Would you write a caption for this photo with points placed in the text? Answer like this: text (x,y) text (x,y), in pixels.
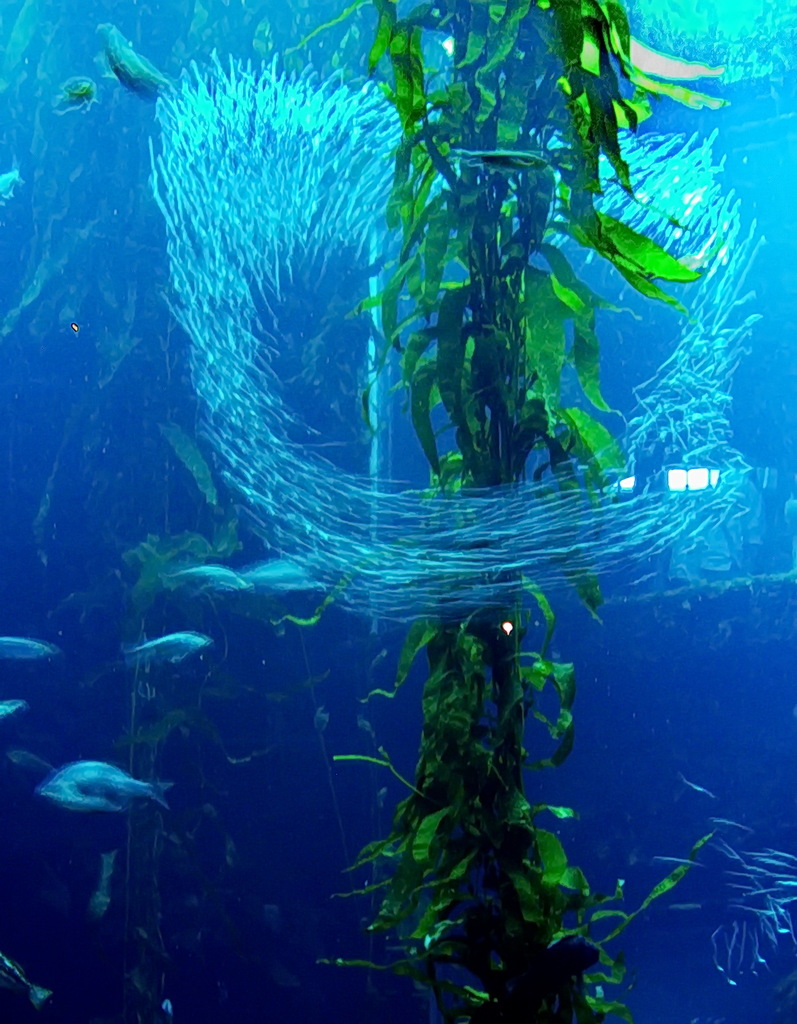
This picture describes about underwater environment (398,439), in this we can find many fishes (444,585) and plants (424,438).
